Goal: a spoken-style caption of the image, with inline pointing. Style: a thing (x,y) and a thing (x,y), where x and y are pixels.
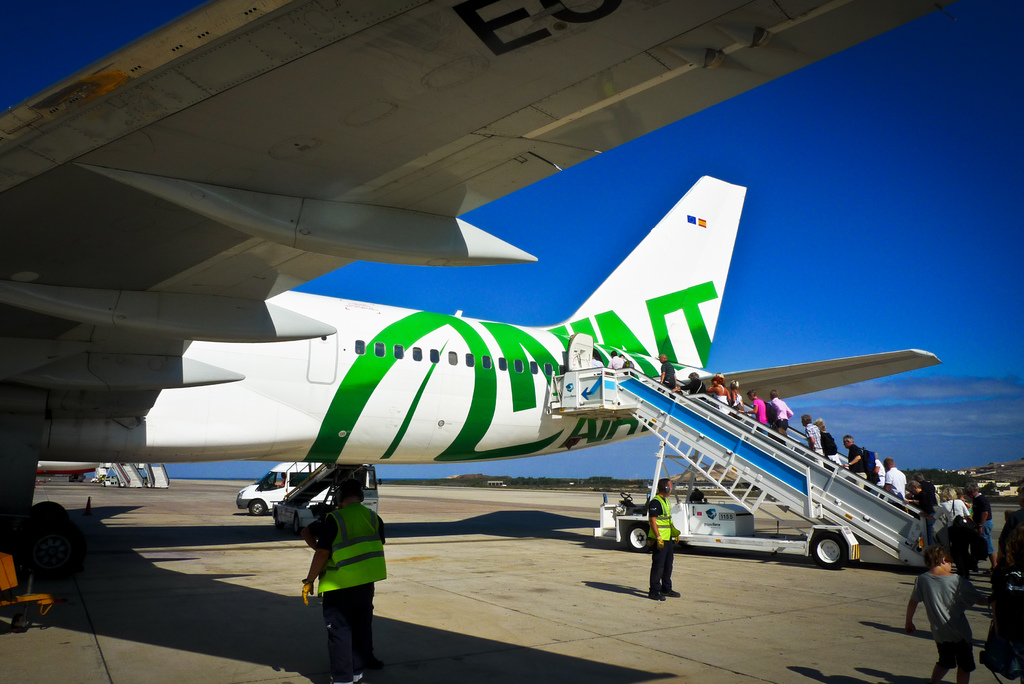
In this image we can see people (944,616), plane (446,339), road (433,614), and vehicles (880,498). In the background (590,260) there is sky (774,333) with clouds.
